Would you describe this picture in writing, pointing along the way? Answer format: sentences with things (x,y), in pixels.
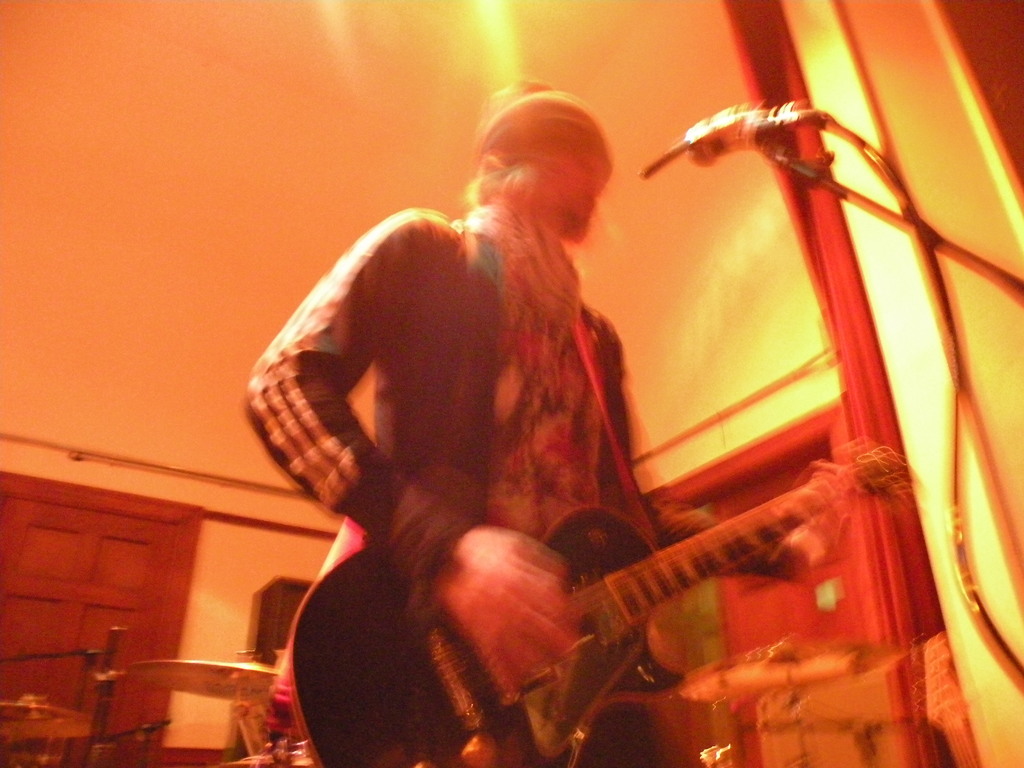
This person (476,581) standing and holding guitar (625,620). On the background (239,689) we can see musical instrument (110,691) and wall (146,432). There is a microphone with stand (1019,296).
